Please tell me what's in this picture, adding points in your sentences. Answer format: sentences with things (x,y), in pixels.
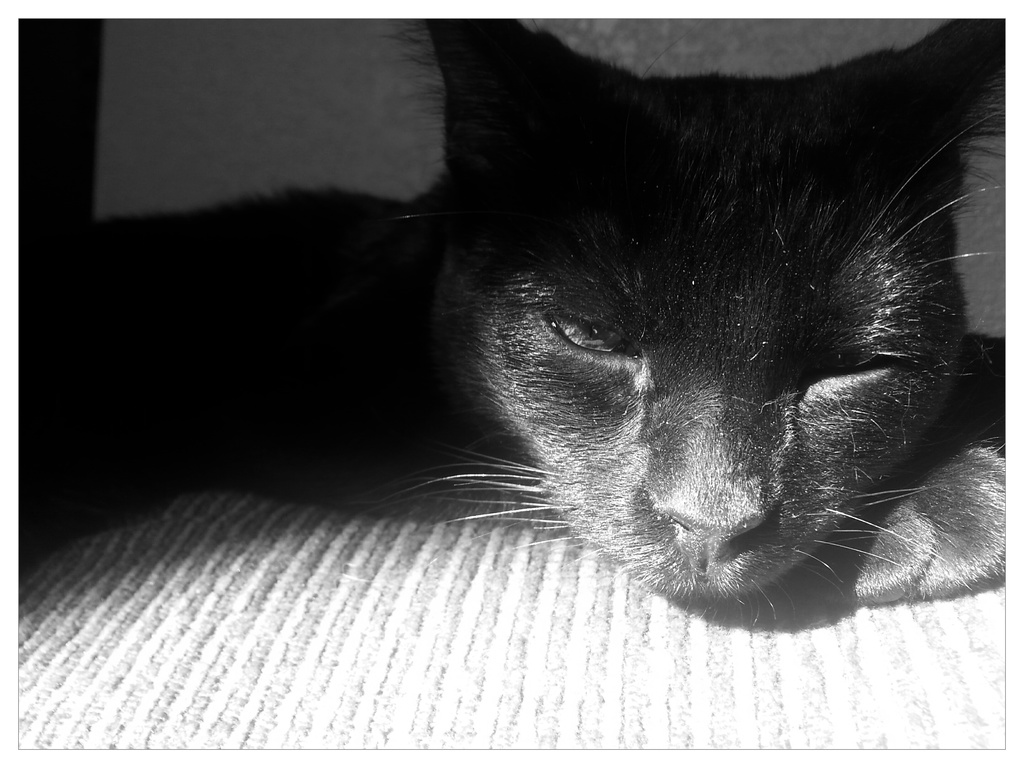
In the center of the image (359,294) we can see a cat (618,312) lying. At the bottom (454,672) there is a cloth (668,670).
